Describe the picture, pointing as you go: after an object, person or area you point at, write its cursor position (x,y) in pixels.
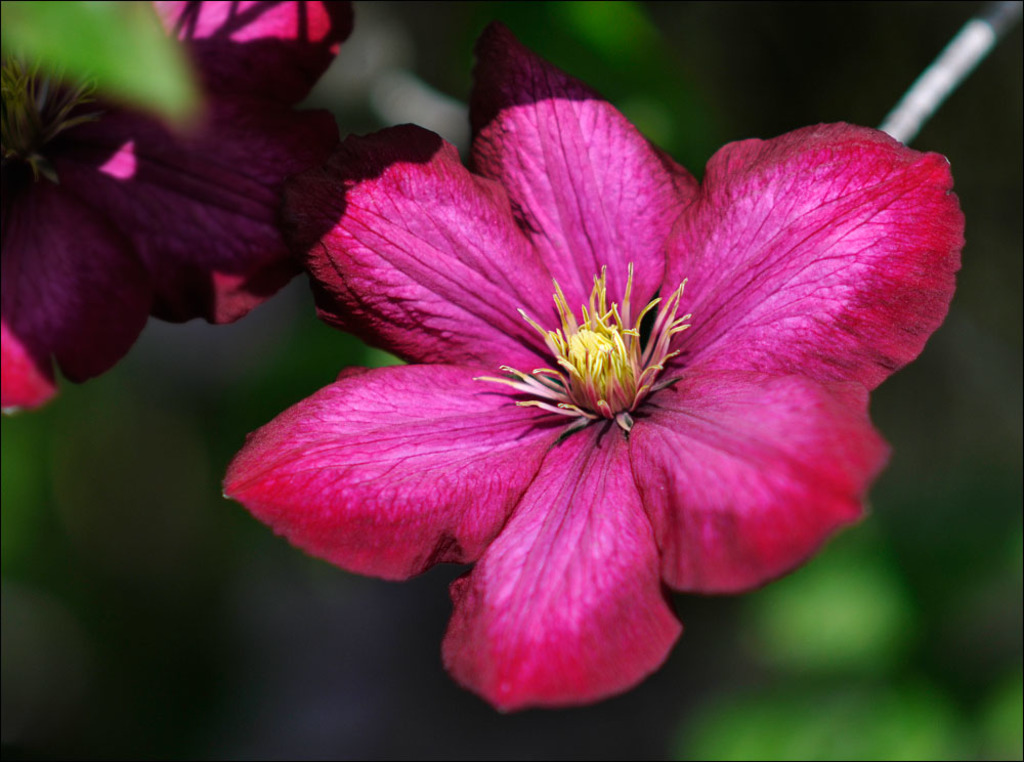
In this picture I can see pink color flowers (590,357). The background of the image (328,760) is blurred.
